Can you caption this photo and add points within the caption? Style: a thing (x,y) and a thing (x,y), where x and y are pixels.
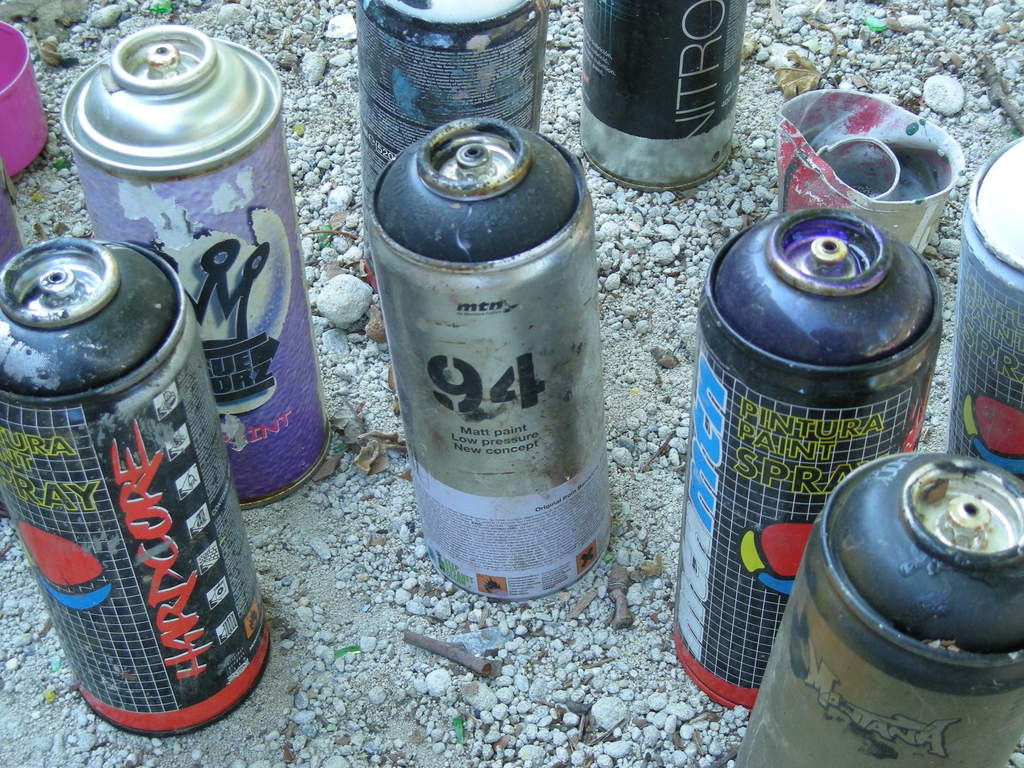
In this image I can see there are spray bottles (578,329) with different colors.
